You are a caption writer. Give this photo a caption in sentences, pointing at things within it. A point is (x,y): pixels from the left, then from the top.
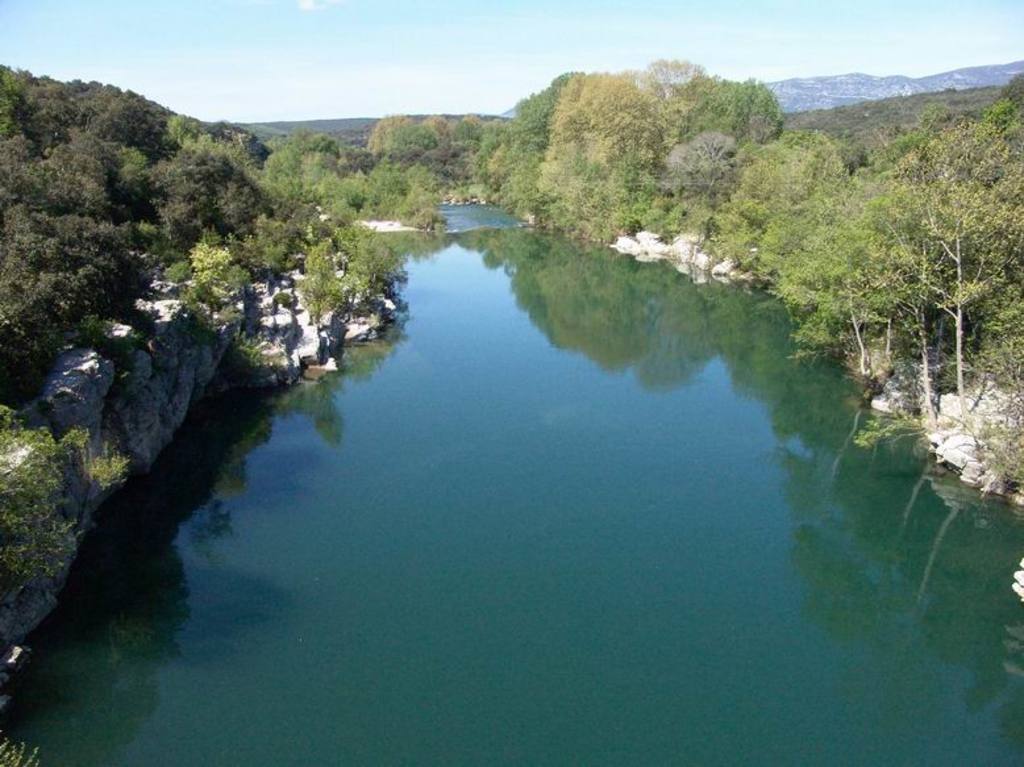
In this image we can see the water (675,474), rocks (1023,496), trees (350,247) on either side, hills (302,131) and the sky (460,92) in the background (481,110).
